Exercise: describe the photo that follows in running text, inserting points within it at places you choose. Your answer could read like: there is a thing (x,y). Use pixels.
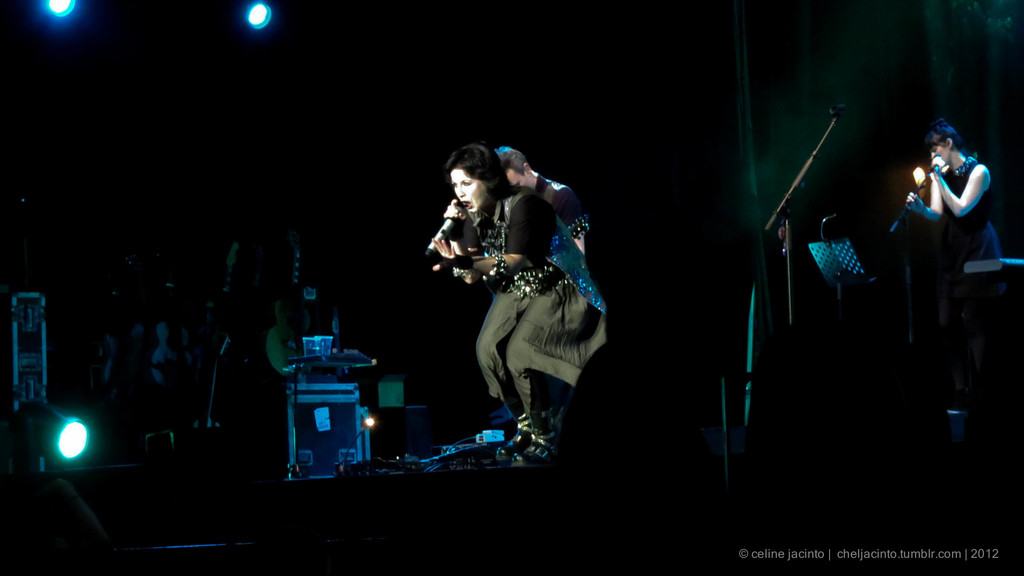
In this image I can see group of people (541,217). The person (527,394) in front (530,211) standing and holding a microphone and singing, and the person (600,303) is wearing black and gray color dress (560,234). The background (194,150) is in black color.
